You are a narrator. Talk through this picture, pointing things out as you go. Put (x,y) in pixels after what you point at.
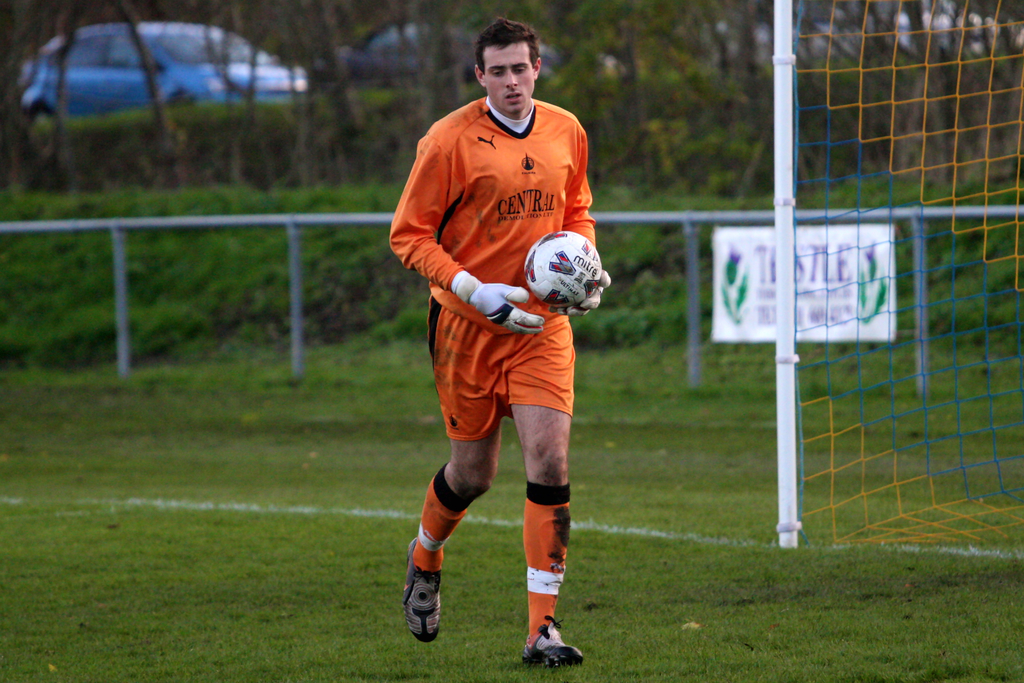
This picture is taken in the football ground (867,621), In the middle (537,455) there is a man (536,463) running and he is holding a football (570,279) which is in white color, In the right side (794,268) there is a fence (954,153) which is in yellow and blue color, In the background (697,125) there are some green color trees (300,60) and plants (199,283).
